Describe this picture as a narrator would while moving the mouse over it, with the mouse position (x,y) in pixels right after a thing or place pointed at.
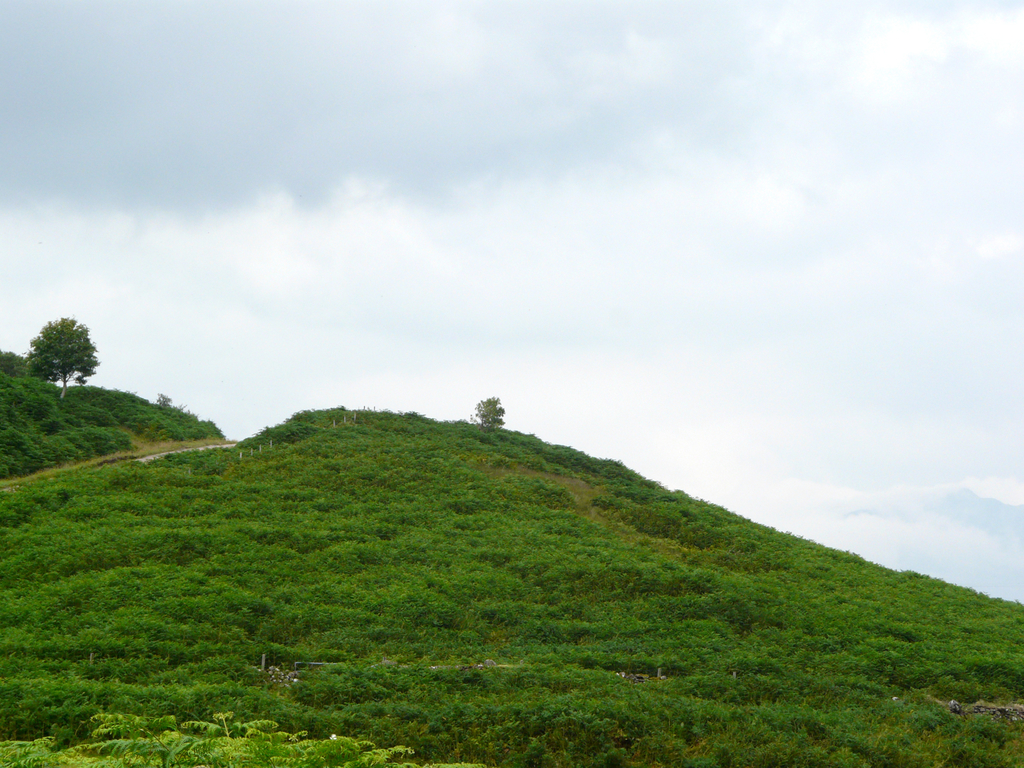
In this image we can see the hill (432,658). There are many trees (55,352) and plants (339,558) in the image. We can see the cloudy sky (724,188) in the image.
